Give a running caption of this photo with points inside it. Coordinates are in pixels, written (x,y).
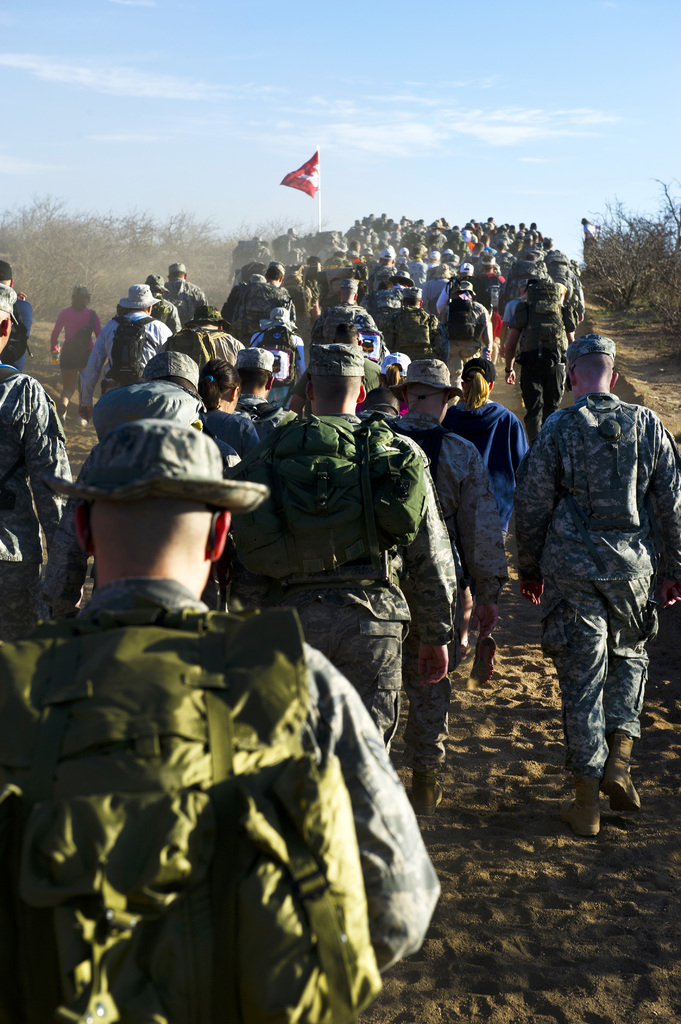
In this image we can see army people (421,398) are walking on the road (484,856). Background of the image (316,170) one flag (304,184) is there and dry plants (634,260) are available.
